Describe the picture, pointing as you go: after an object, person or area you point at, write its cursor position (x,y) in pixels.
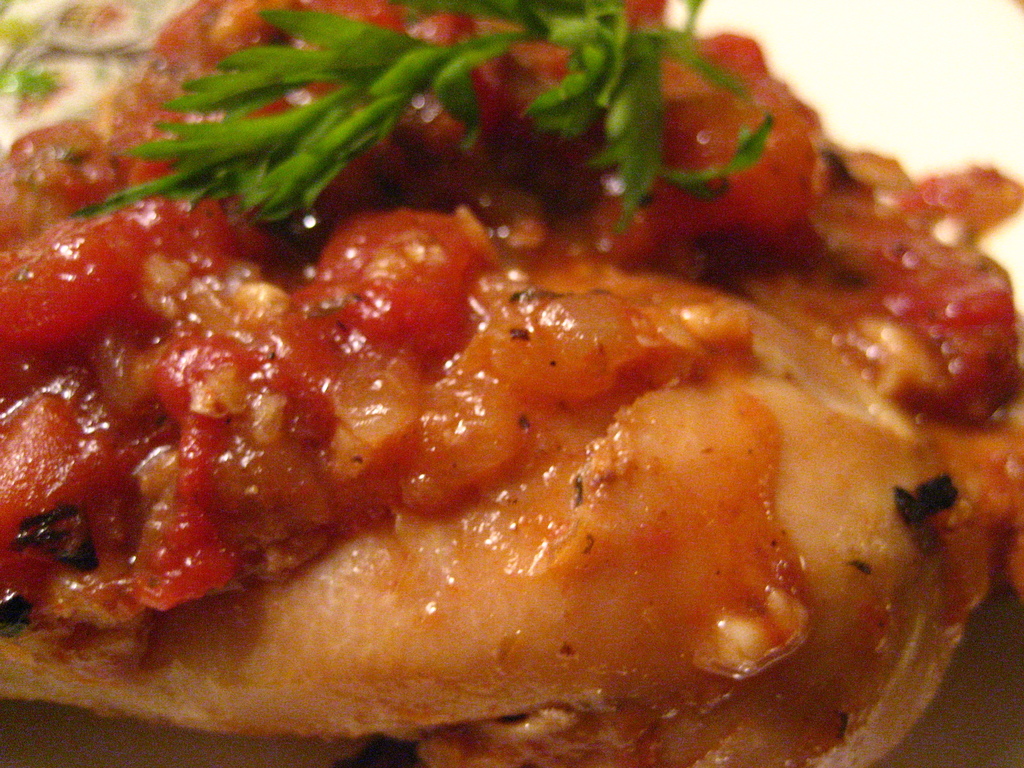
There are leaves (584,81) on a food item (546,48), on which there are some ingredients (386,271). And the background (946,6) is white in color.
